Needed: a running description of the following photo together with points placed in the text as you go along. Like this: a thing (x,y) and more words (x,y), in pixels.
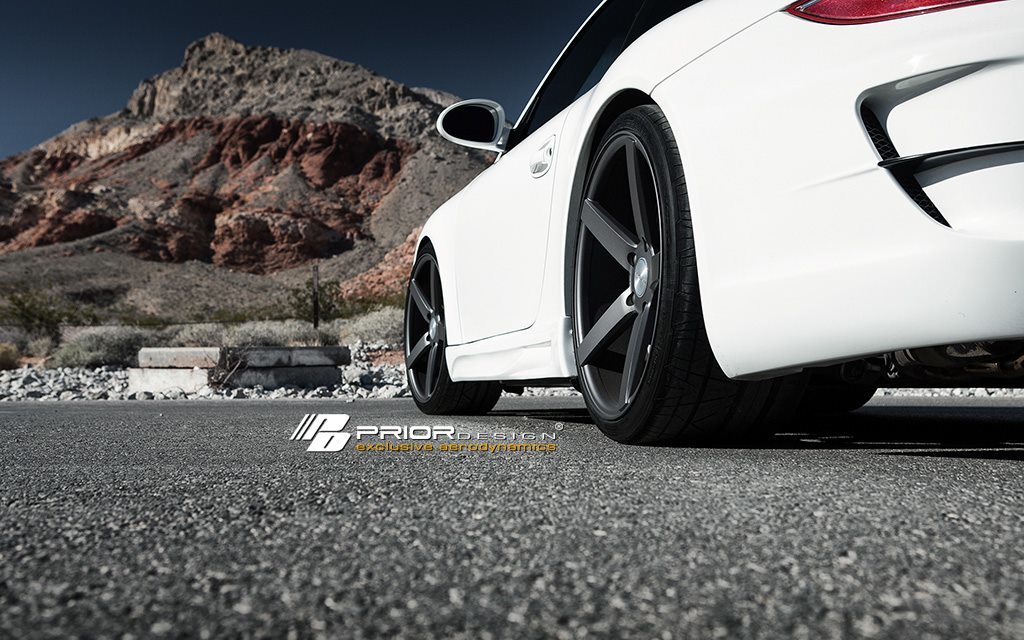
In the middle of this image (378,424), there is a watermark (331,435). On the right side (1001,129), there is a white color vehicle (835,34) on the road (189,530). In the background (405,202), there are rocks (380,350), trees (27,315), plants (11,326) and there is a sky (126,26).
